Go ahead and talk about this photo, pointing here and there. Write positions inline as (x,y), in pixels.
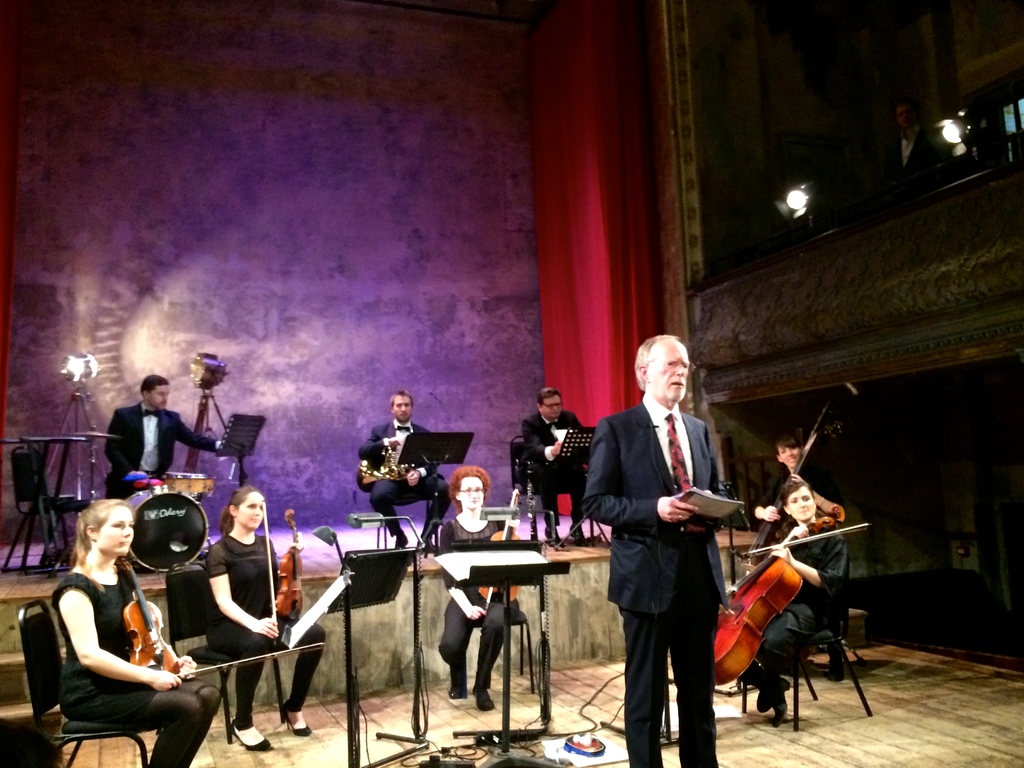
In this image there are group of persons (802,480) who are playing musical instruments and at the foreground of the image (702,495) there is a person (651,673) standing and holding book (706,505) and at the background of the image (275,229) there is a purple color.
